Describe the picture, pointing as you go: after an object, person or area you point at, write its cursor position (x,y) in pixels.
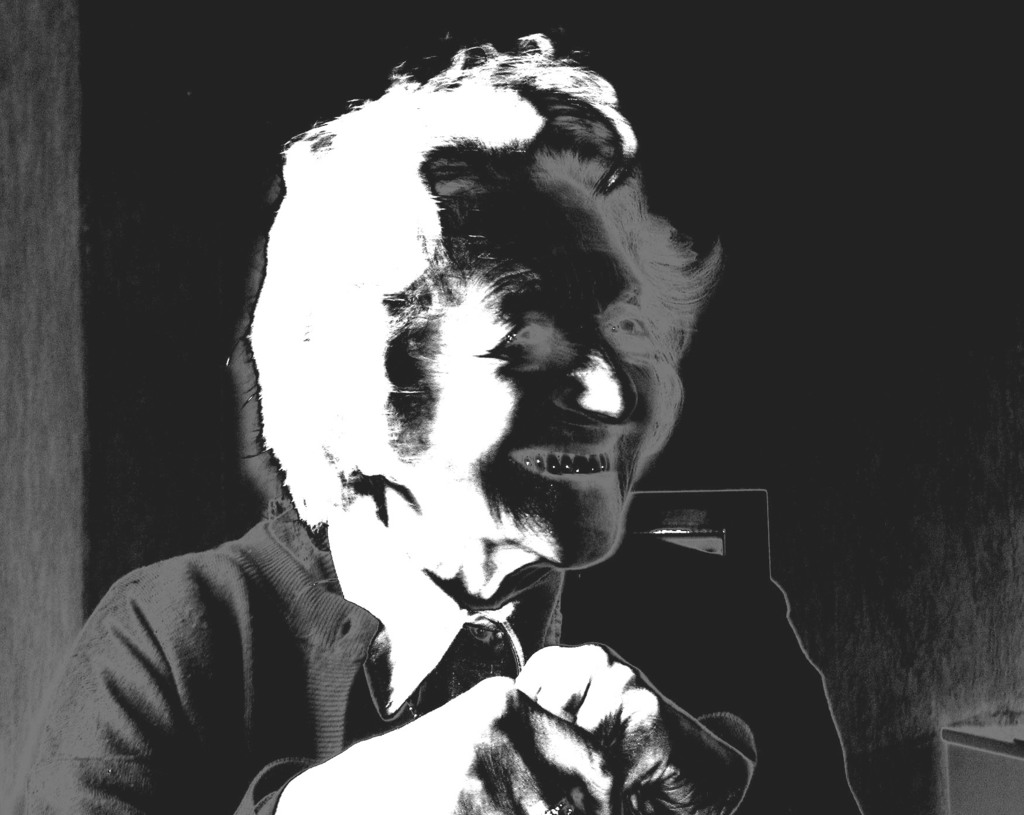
This is an edited picture, where a woman (441,561) in black over coat (328,682) having a smile on her face (592,472).
